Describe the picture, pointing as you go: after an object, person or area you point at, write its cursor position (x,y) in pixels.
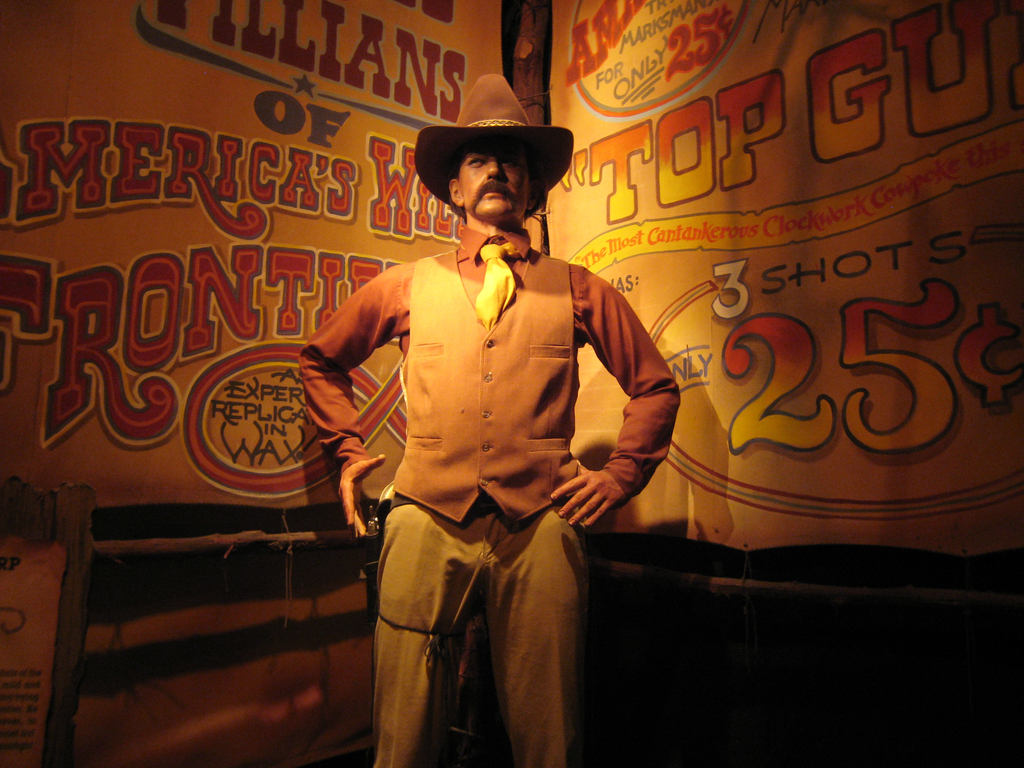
In this picture there is a person (440,404) wearing hat (526,134) is standing and there are two banners (620,74) which has something written on it is in the background (601,119).
